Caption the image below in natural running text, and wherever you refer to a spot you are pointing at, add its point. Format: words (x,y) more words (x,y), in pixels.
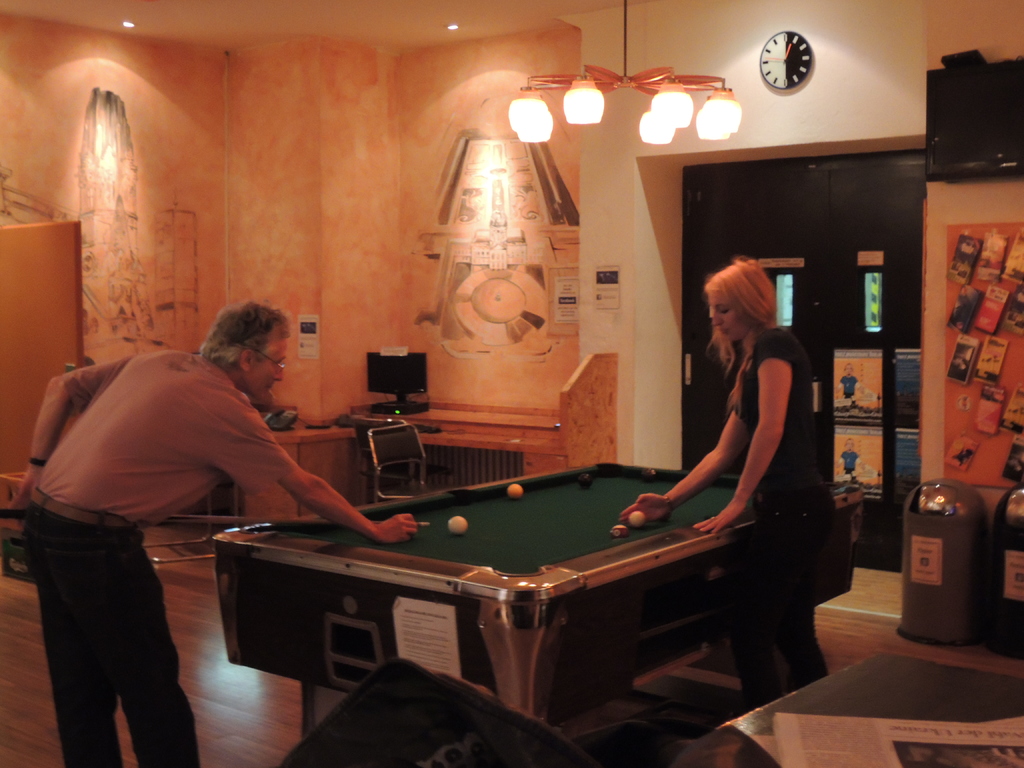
In this image i can see there is a man (222,474), a woman (754,473) are standing on the floor (258,676). I can also see there is a snooker table (540,527), a chandelier (588,97) and a clock (799,66) on the wall (755,63).
